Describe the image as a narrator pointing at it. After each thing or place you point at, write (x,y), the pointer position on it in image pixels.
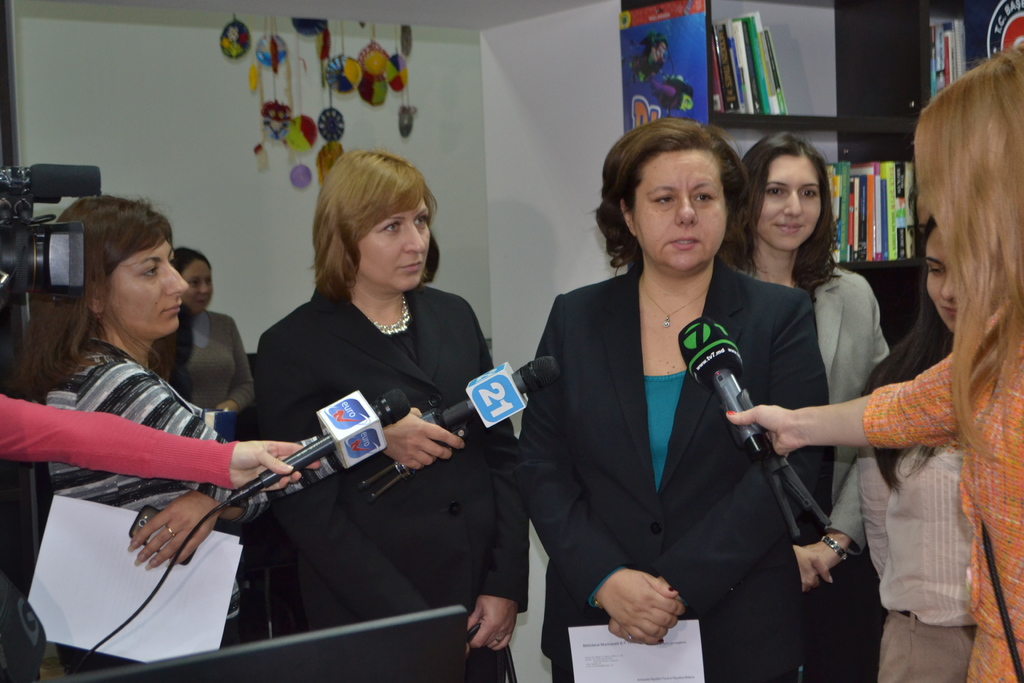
In this picture there are four persons (677,297) standing and there are few persons (171,441) holding mics (739,432) in their hand (786,428) are standing in front of them and there is a camera (54,258) in the left corner (33,239) and there is a book shelf (887,144) in the right top corner (874,38).
